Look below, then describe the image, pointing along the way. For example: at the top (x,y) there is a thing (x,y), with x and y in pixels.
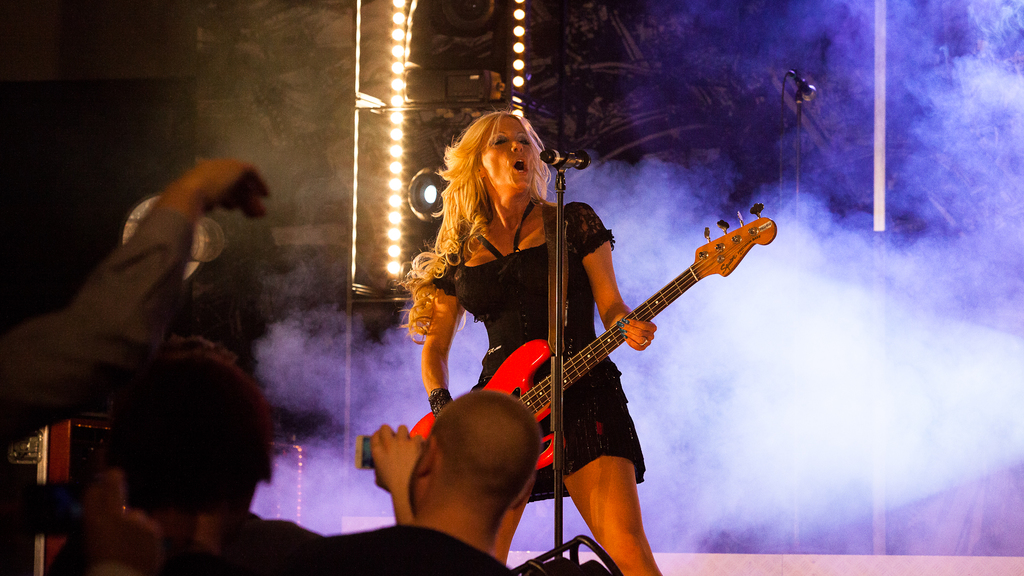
This person (465,148) standing and holding guitar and singing. These are audience (239,480). There is a microphone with stand (563,408). On the background (435,71) we can see lights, smoke (909,375).
